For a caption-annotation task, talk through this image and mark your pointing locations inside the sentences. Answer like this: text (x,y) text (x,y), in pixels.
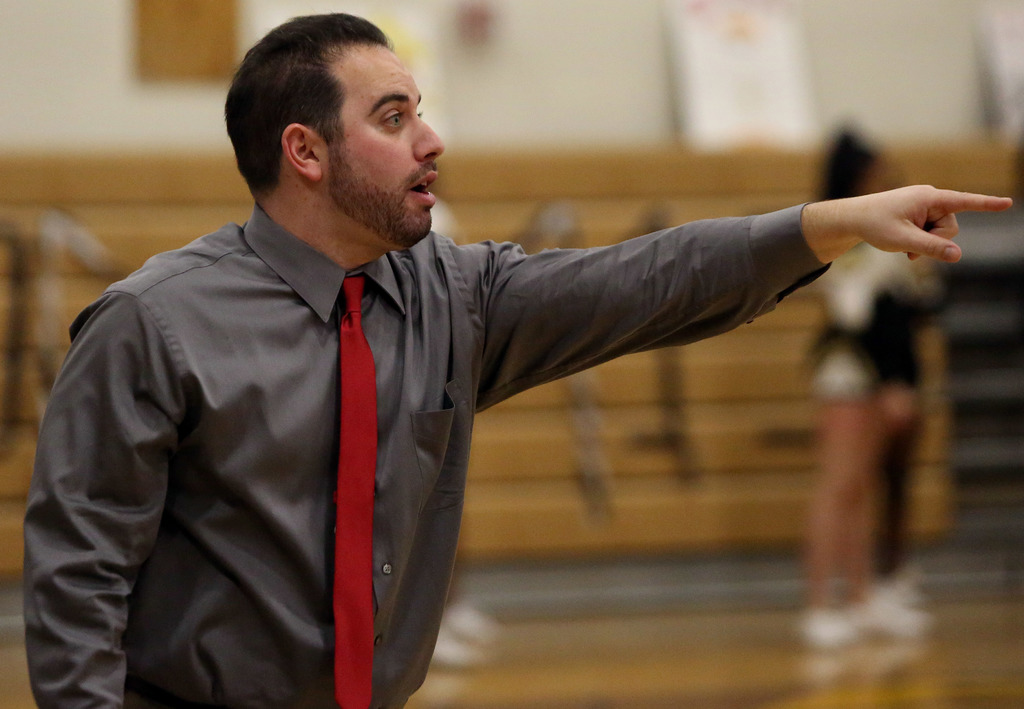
This image consists of a man (263,350) wearing a red tie (348,316) is standing and pointing with his left hand (830,227). In the background (817,437), we can see two more persons (864,477). At the bottom (712,609), there is a floor (571,683). In the background (474,82), there is a wall (590,6). And the background (82,281) is blurred.
